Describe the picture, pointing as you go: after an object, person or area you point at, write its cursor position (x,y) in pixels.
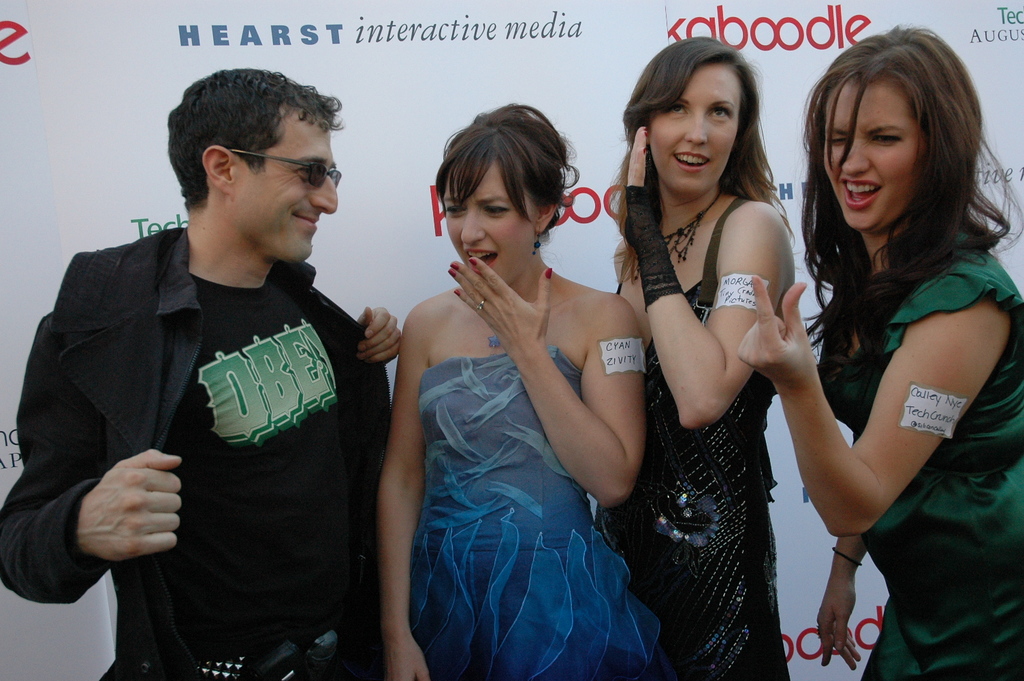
In this picture we can see a man (184,349) and three women (732,181) standing and smiling and in the background (43,276) we can see a banner (557,20).
